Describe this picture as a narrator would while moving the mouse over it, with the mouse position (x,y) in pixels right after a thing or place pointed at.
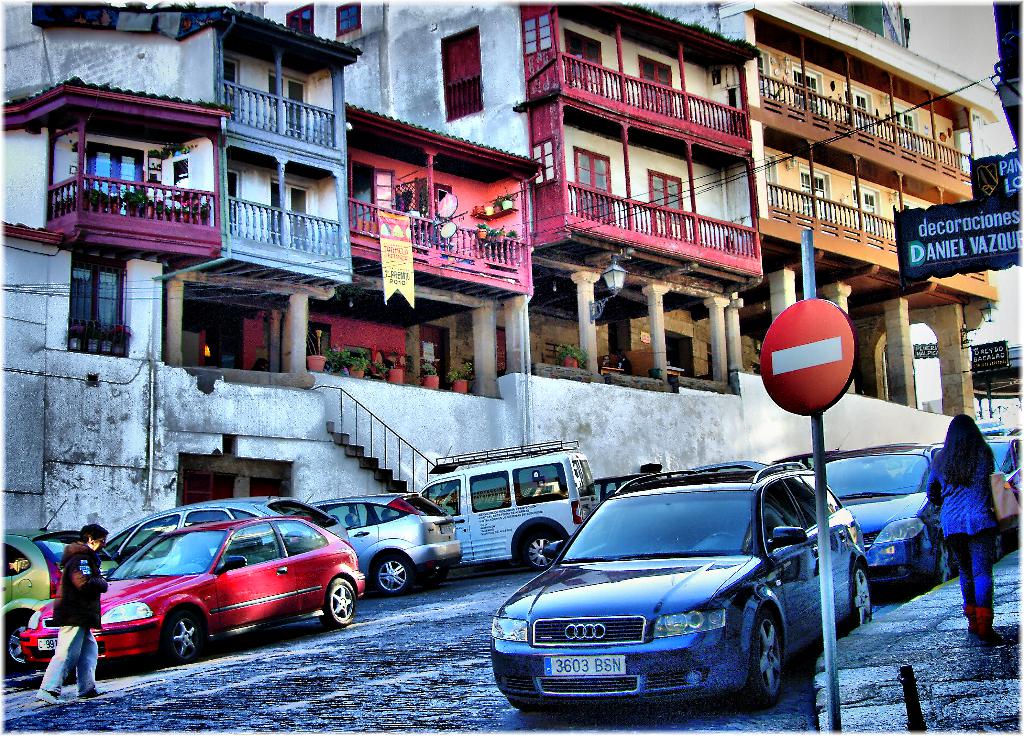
This image is clicked on the road (240,652). There are many cars (616,527) parked on the road (489,573). To the right (871,656) there is a walkway (936,662). There is a woman (978,580) walking on the walkway (872,660). There is a sign board pole (801,359) on the walkway (824,693). To the left (288,331) there are buildings (411,224). There is a banner (408,242) with text (395,244) on the building (402,313). There are flower pots (366,364), a railing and wall lamps (609,283) on the buildings (557,300). In the bottom left (86,621) there is a person (75,654) walking on the road (168,669). To the right (998,212) there are boards (953,246) with the text (942,253).
